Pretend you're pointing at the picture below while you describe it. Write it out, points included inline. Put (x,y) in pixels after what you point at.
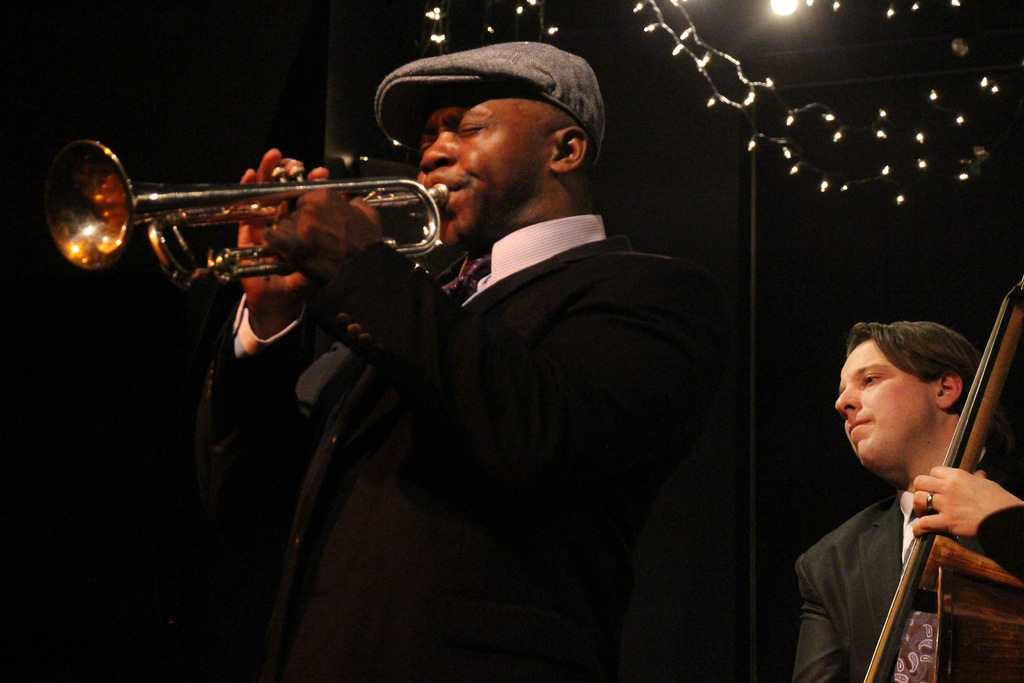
In this image in the front (507,351) there is a man (479,409) standing and playing a musical instrument (439,191). On the right side (895,533) there is a person (903,537) standing and holding a musical instrument (931,564) in his hand (933,519). On the top (981,86) there are lights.
